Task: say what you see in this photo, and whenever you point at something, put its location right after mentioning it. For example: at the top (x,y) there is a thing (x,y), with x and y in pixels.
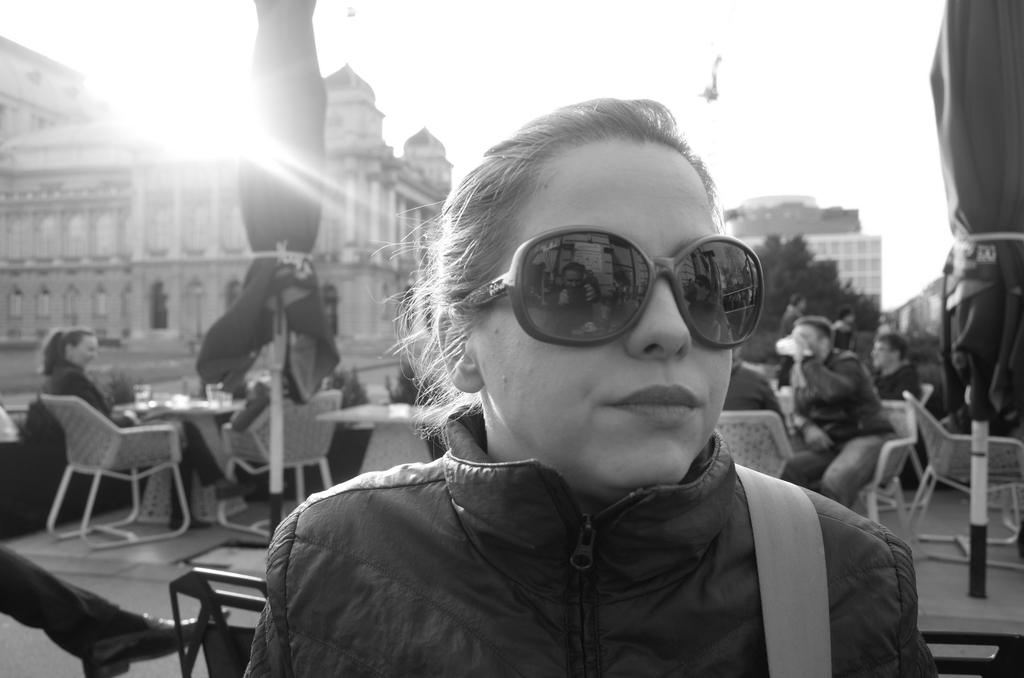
Persons (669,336) are sitting on chair (775,431). In-front of them there are tables (202,411). The woman (500,421) in black jacket (736,556) wore goggles (614,301). Far there are buildings (73,238) and trees (810,280).
